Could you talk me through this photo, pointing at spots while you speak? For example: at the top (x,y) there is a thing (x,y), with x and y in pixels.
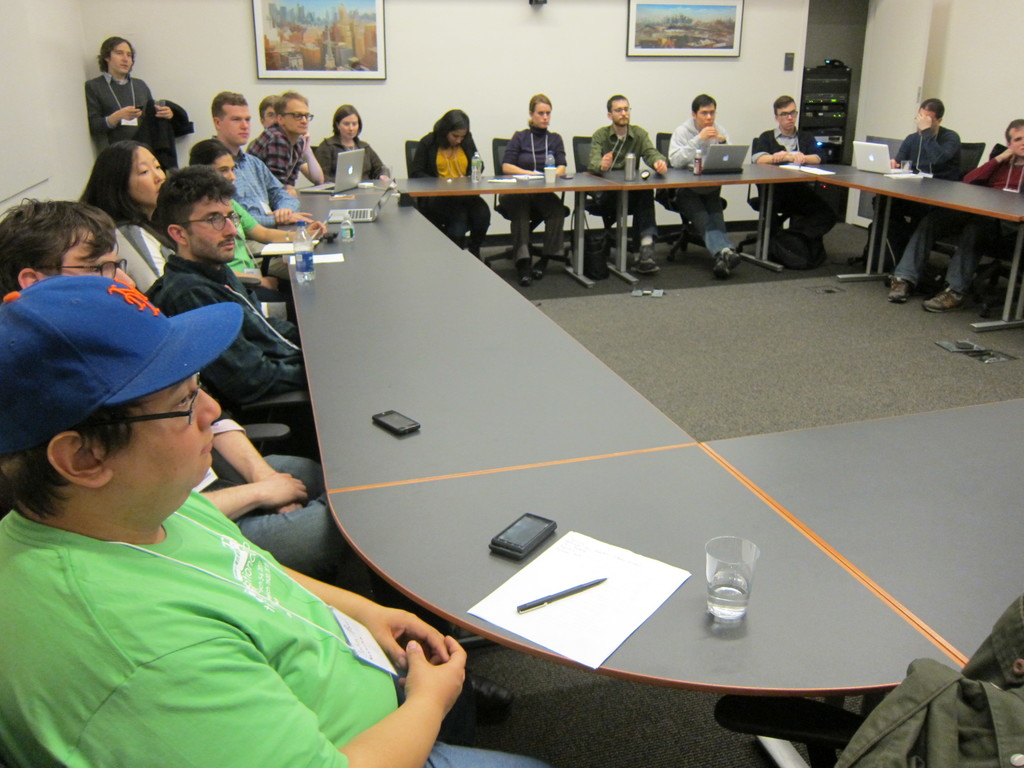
This is the conference room (585,290) where we have a group of people (250,221) sitting on the chairs (573,156) in front of desk (1002,443) and on the desk (602,533) we have notes (584,555), phones (538,540), glasses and laptops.
